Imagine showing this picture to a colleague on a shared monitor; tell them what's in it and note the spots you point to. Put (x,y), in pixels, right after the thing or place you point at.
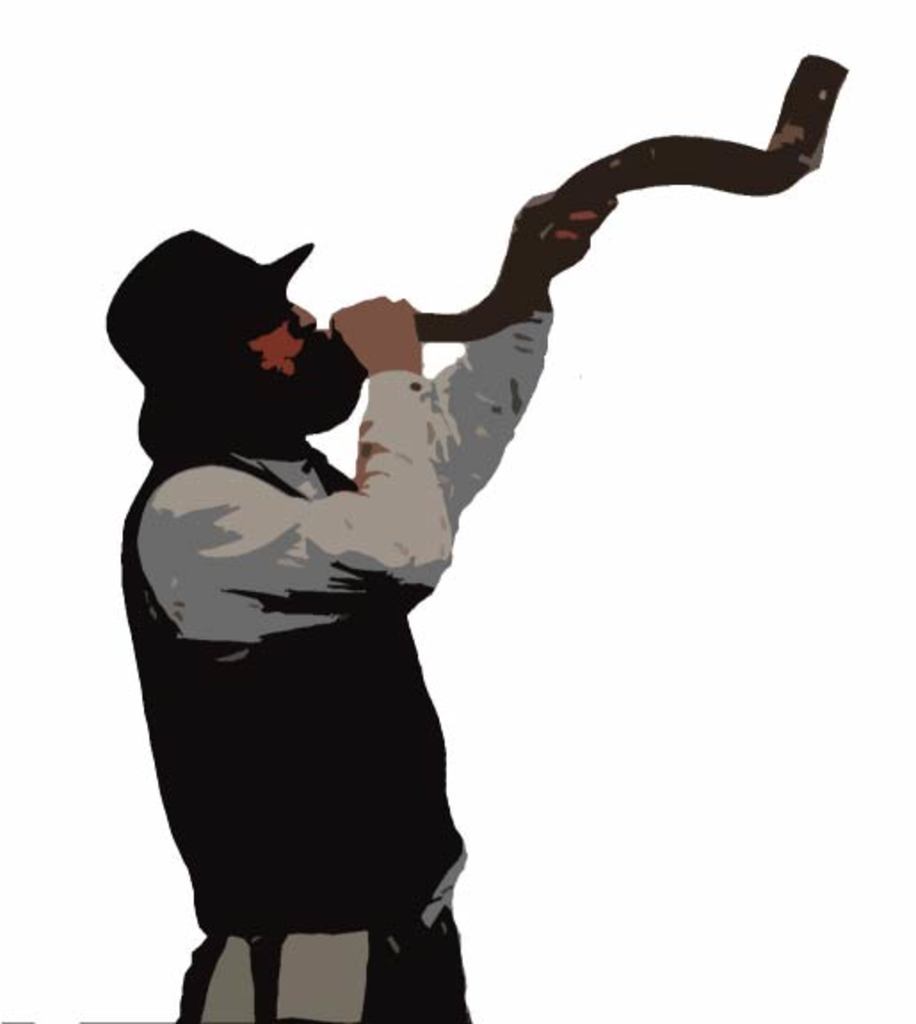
In this image there is a depiction of a person (386,318) holding some object (757,158) in his hands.
